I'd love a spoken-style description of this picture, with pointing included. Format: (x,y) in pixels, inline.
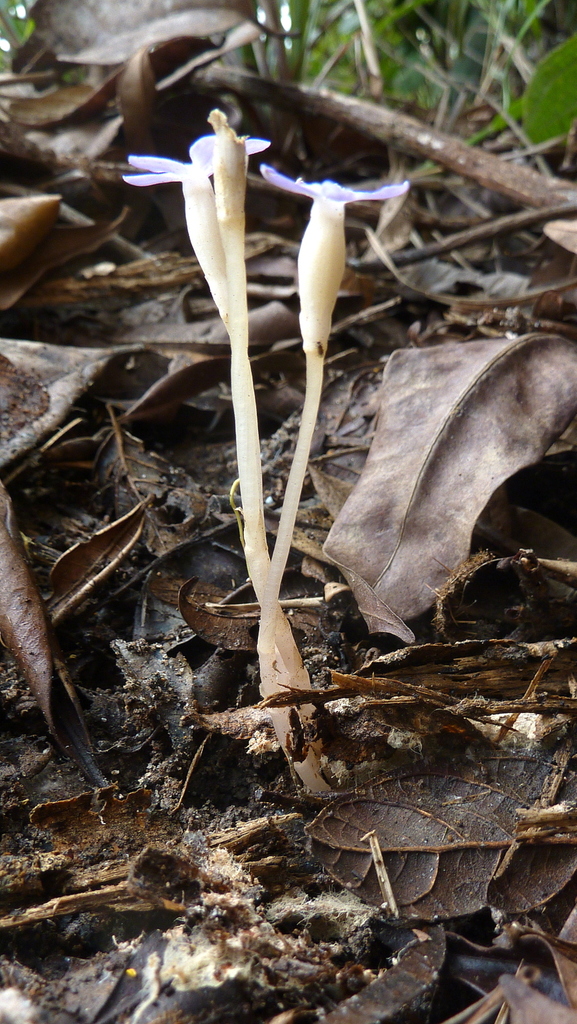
In this image, plants (208,188) with flowers (245,211). Here we can see dry leaves (22,614). Top of the image (312,41), we can see stems (460,90) and green leaf (538,80).
